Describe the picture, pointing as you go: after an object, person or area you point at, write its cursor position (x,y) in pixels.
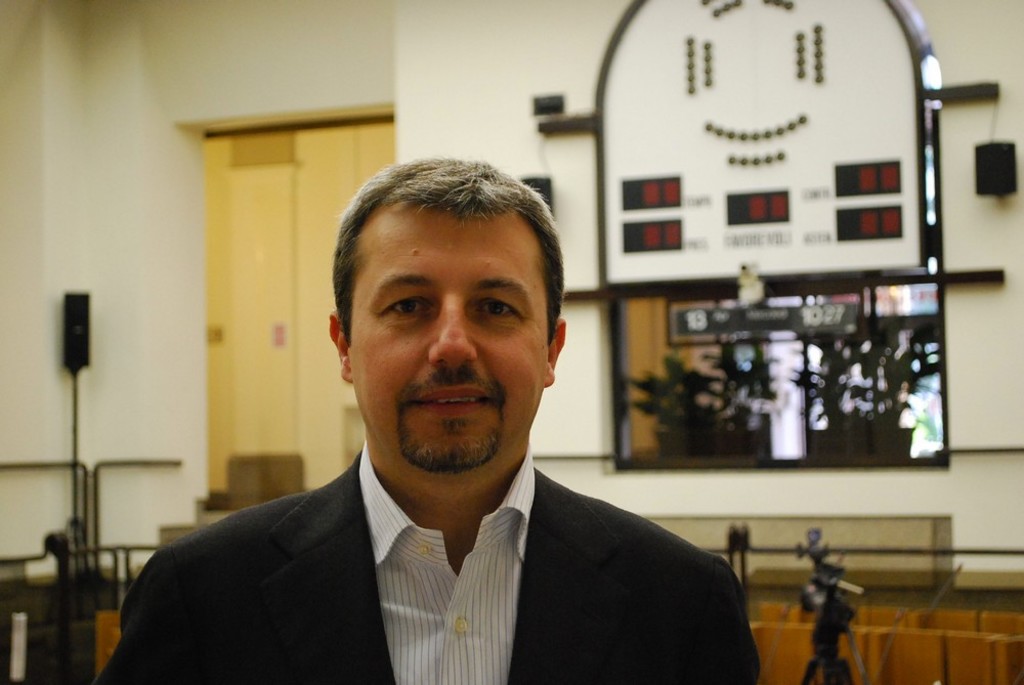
In the image there is a man (393,486) in the foreground (374,489) and behind the man (417,488) there are different objects (648,264) and in the background (327,80) there is a wall (336,70).
